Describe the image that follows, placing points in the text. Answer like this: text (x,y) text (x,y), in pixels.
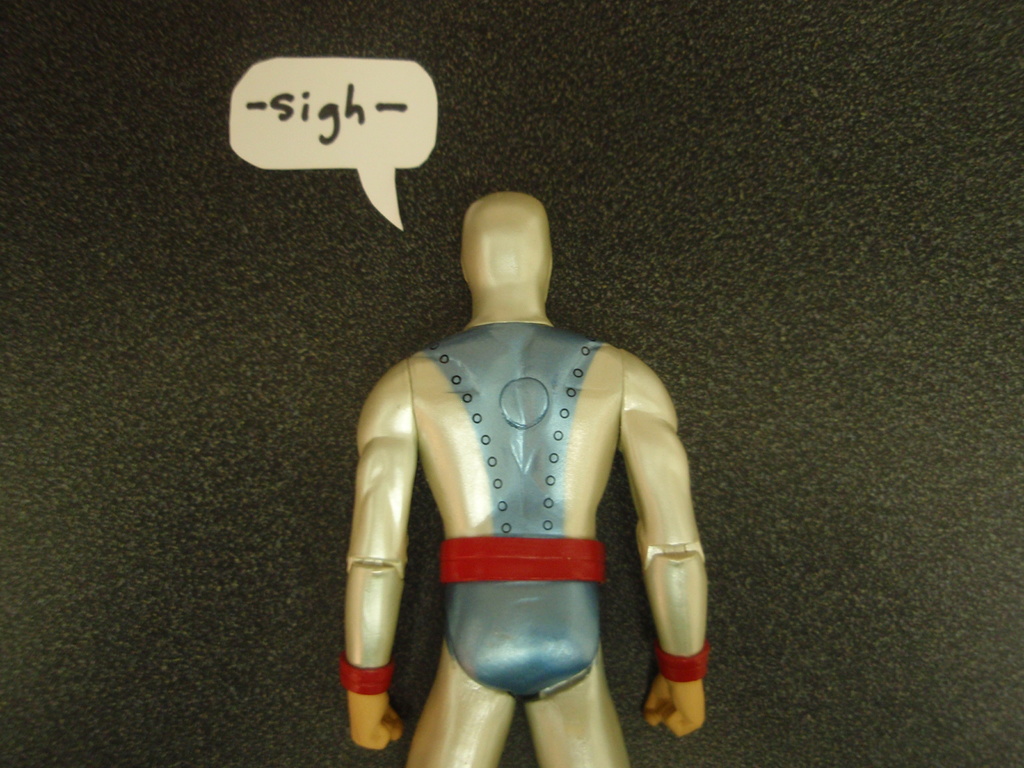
In this image there is a toy (516,542). There is text (307,109) above the toy (519,557).
